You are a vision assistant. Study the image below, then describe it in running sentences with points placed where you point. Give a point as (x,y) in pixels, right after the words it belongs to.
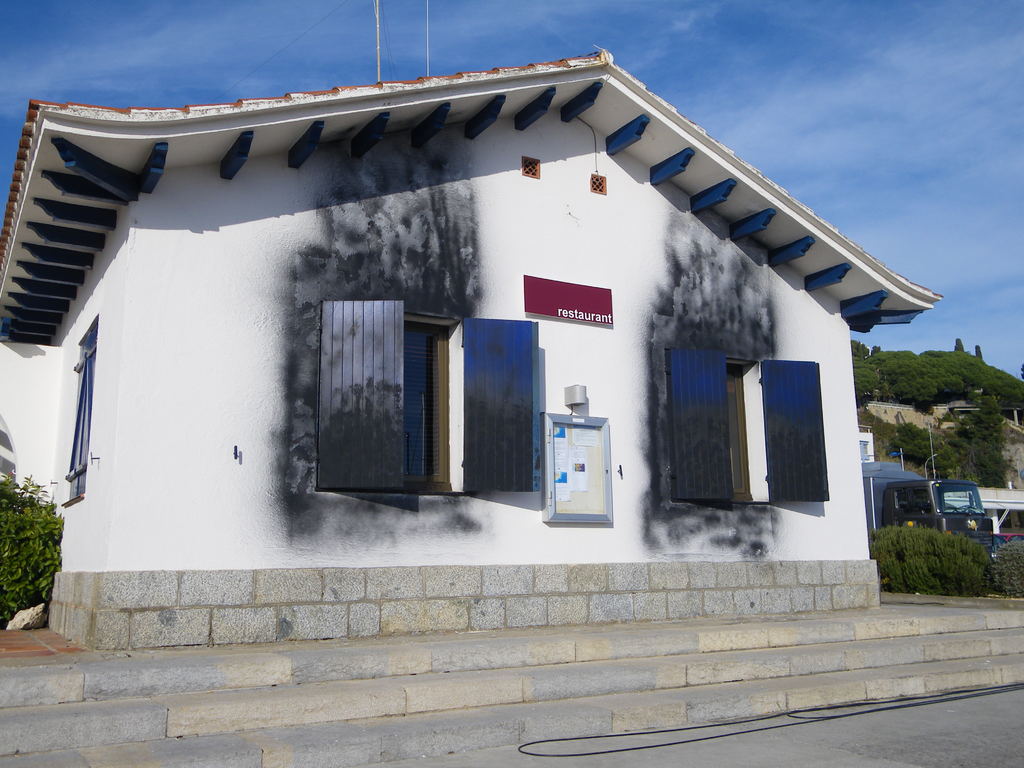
This image consists of a house (407,400). In the front (576,462), we can see the windows (434,469) and walls (265,403). It looks like they are burnt. At the bottom (735,738), there is road (747,735). At the top (252,21), there are clouds (142,51) in the sky (163,57).
